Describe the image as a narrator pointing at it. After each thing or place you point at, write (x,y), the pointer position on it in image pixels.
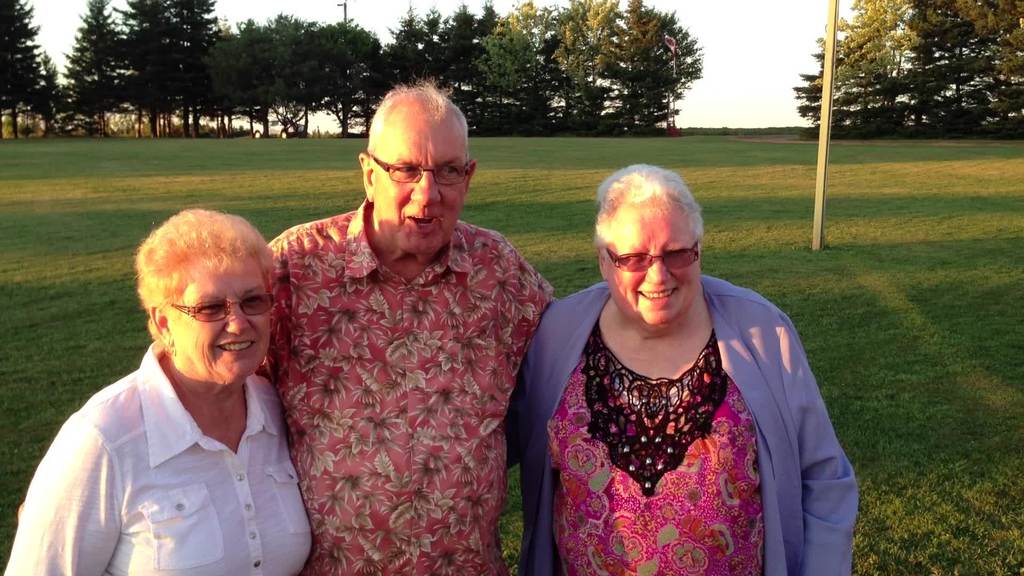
In this image in the front (391,306) there are persons (523,355) standing and smiling. In the center (563,198) there is grass (570,171) on the ground (597,171) and there is a pole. In the background (455,70) there are trees (942,67).
